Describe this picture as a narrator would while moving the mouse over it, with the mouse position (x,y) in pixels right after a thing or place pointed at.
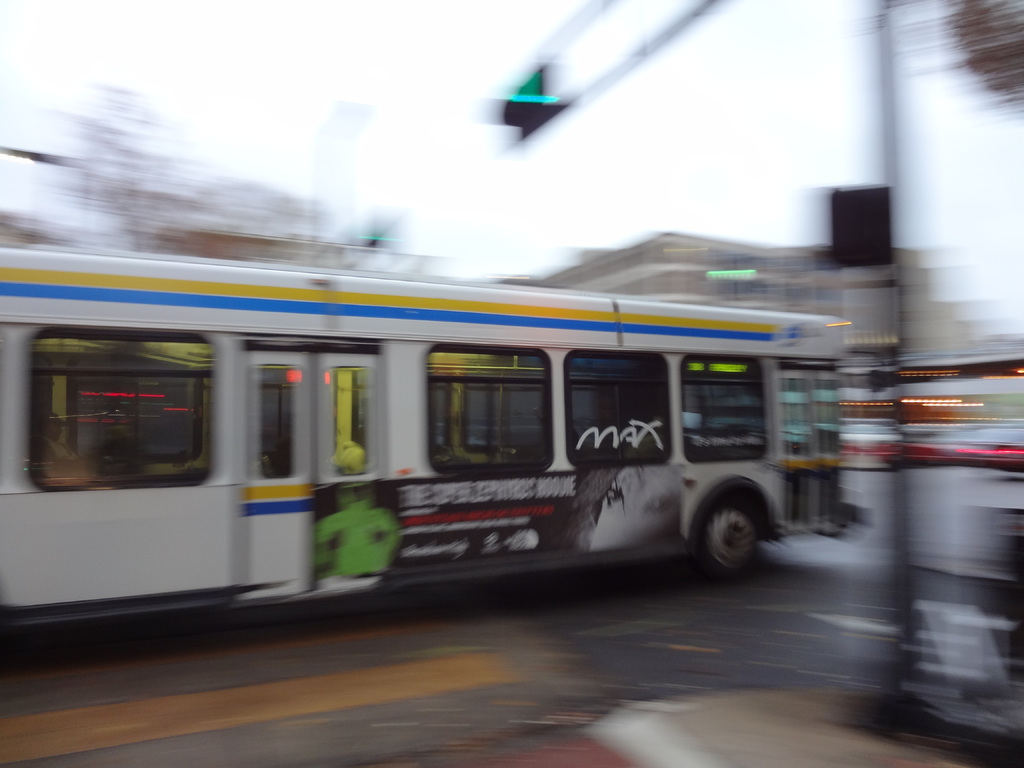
This is a blur image, we can see a bus (310,598) and a signal light (553,98), we can see the sky (272,54).
